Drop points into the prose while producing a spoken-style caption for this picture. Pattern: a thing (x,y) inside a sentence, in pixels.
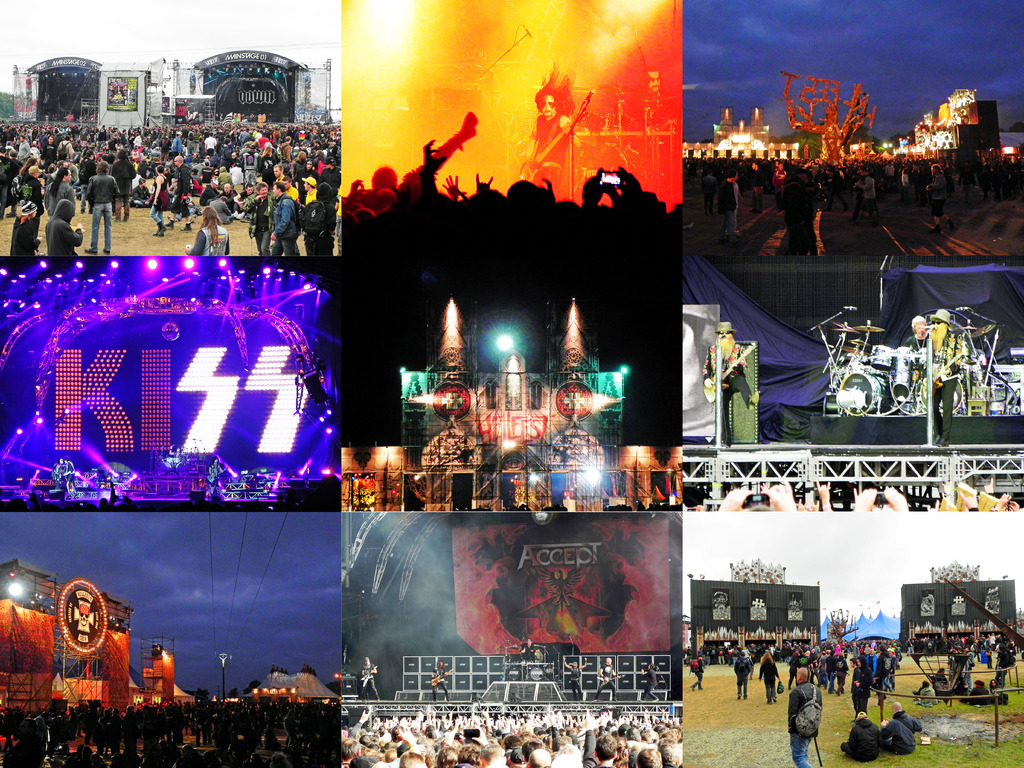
This is edited and made as a collage. In this image, I can see nine pictures. In every picture, I can see stage (177,97) and people (611,189). In the right middle (940,418) image there are few drums (881,400) on the stage (864,431) and also I can see two persons (732,354) standing and playing the guitars (939,381). In the bottom right-hand (749,752) image, I can see the grass (942,753) on the ground (918,756). In the middle (501,333) there are few lights (598,403). Here I can see few images are clicked in the dark. In few images I can see the sky (770,559).
